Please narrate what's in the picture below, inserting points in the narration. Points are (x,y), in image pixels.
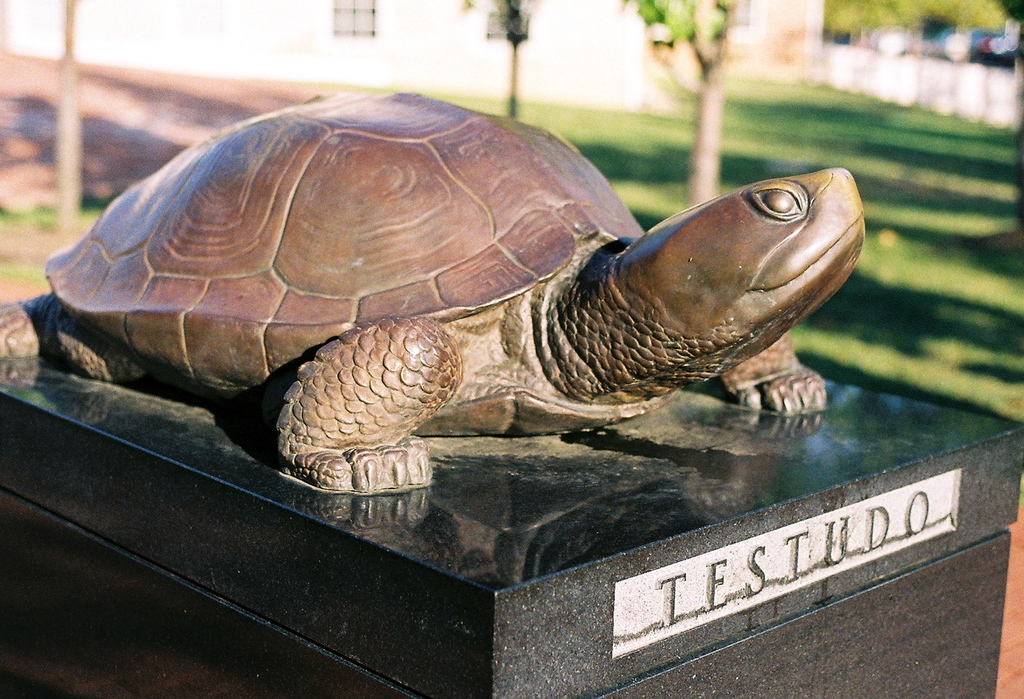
In this image there is a sculpture (361,401) of a tortoise (361,401) on a surface (657,419) that looks like a stone (502,601), there is text (761,580) on the stone (781,604), there is grass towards the right of the image (917,225), there are tree trunks (714,145) towards the top of the image (704,101), there is a pole (517,83) towards the top of the image (516,65), there is a wall (255,53) towards the top of the image (310,52), there are windows (361,21) towards the top of the image (338,21), there is a wall (933,66) towards the right of the image (911,71), there is a tree (884,13) towards the top of the image (931,25), there are objects (971,40) towards the right of the image (950,42), the top of the image (921,49) is blurred.
